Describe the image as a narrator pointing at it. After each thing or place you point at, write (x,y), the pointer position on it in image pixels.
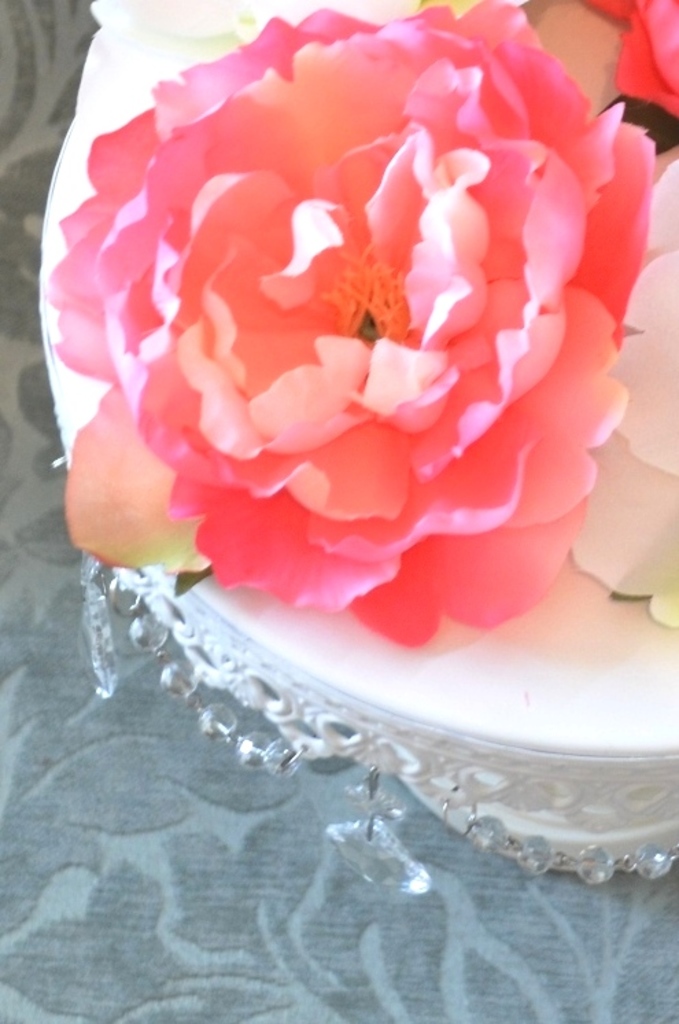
In this image we can see the reddish flower (351,460) kept on the white surface (491,712). Here we can see some decorative items (168,686).
